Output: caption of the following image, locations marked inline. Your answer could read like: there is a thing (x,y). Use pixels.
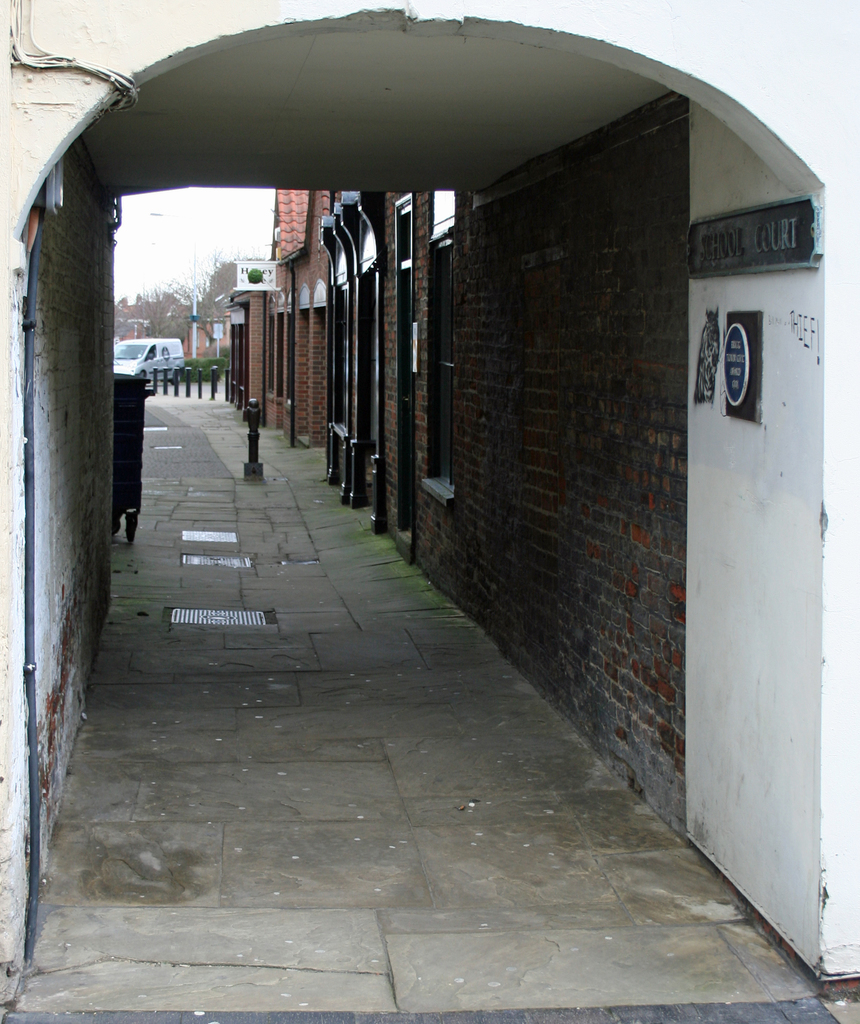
In this image we can see a road (283,829). On the road (281,572) there are drainage grills (234,563) and a pole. On the right side (645,433) there is a brick wall (267,347). Also there is a board (739,272) with something written. In the back (175,375) there are poles (201,375), trees (154,331) and a vehicle (142,361).
